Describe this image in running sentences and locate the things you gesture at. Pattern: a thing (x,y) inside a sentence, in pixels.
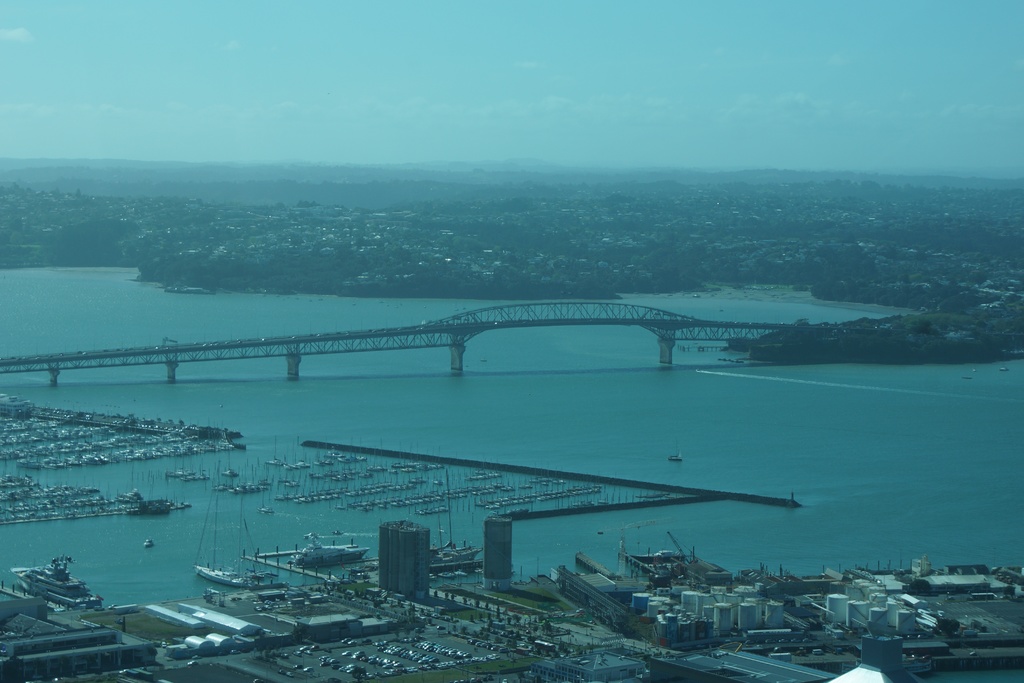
In this image we can see sky (588,94) with clouds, bridge (645,305), buildings (628,203), trees (764,199), river (687,436), ships (587,486), motor vehicles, poles (298,495) and roads (253,610).
